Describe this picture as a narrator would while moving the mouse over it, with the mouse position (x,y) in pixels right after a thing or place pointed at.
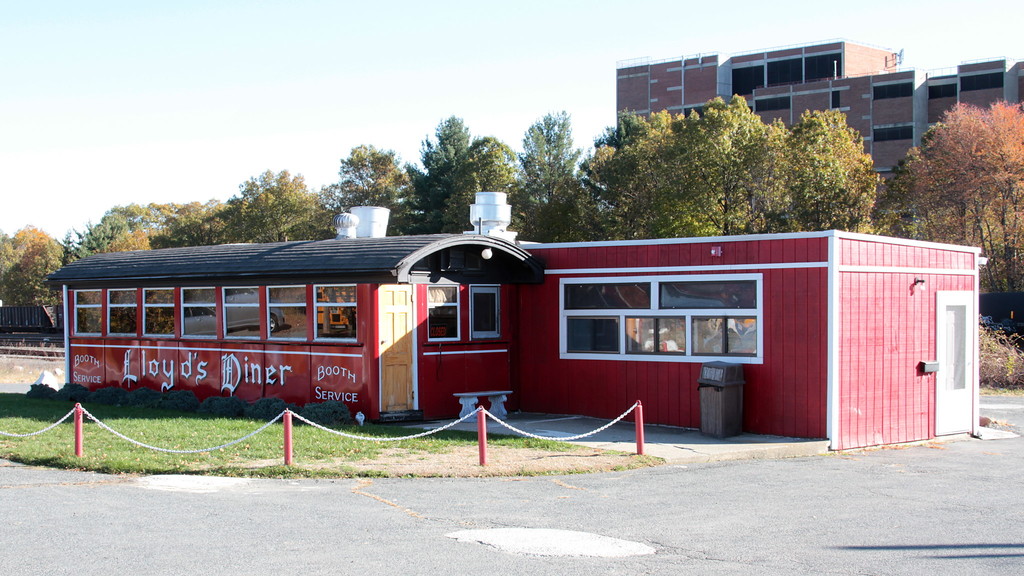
In this image there is the sky (403,65) towards the top of the image (247,66), there are buildings (836,86) towards the right of the image (852,97), there is grass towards the left of the image (163,424), there is road (547,509) towards the bottom of the image (496,514), there is a dustbin (728,387), there is a bench (473,403), there are plants (146,400), there is text (229,366) on the wall (268,377), there is a door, there are windows (279,317), there are lights (485,253).
